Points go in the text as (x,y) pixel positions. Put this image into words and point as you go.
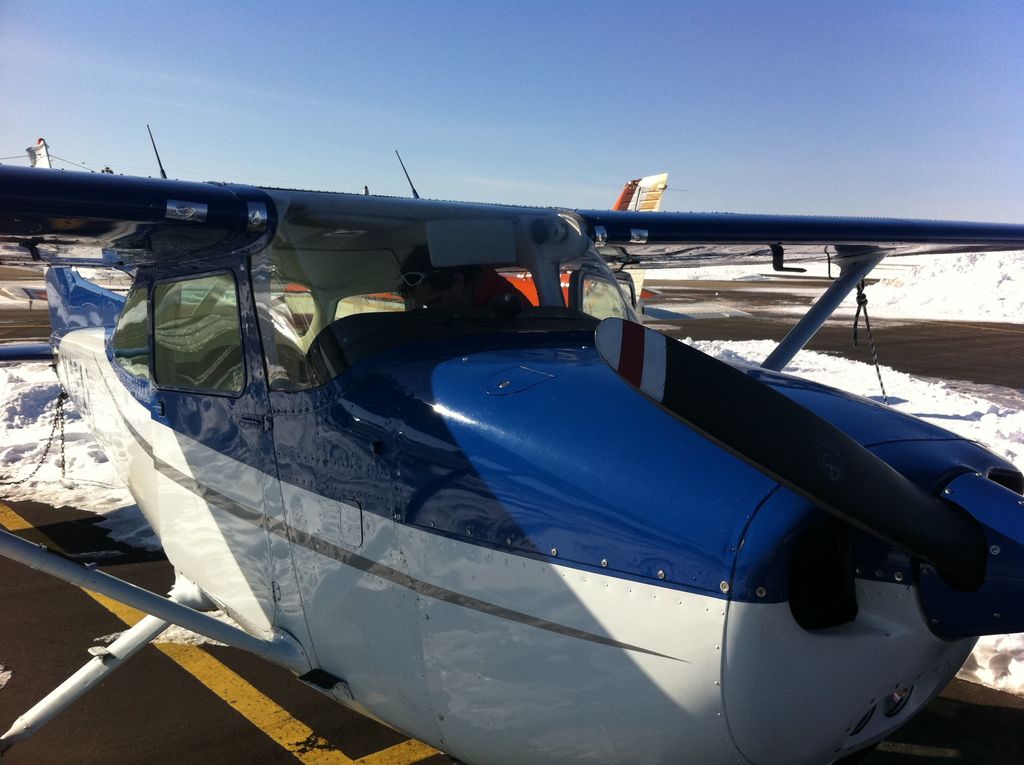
In the image we can see the plane (603,255). In the plane (594,278) we can see a person (485,285) wearing goggles (427,275). Here we can see the road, snow (45,441) and the sky (588,84).
